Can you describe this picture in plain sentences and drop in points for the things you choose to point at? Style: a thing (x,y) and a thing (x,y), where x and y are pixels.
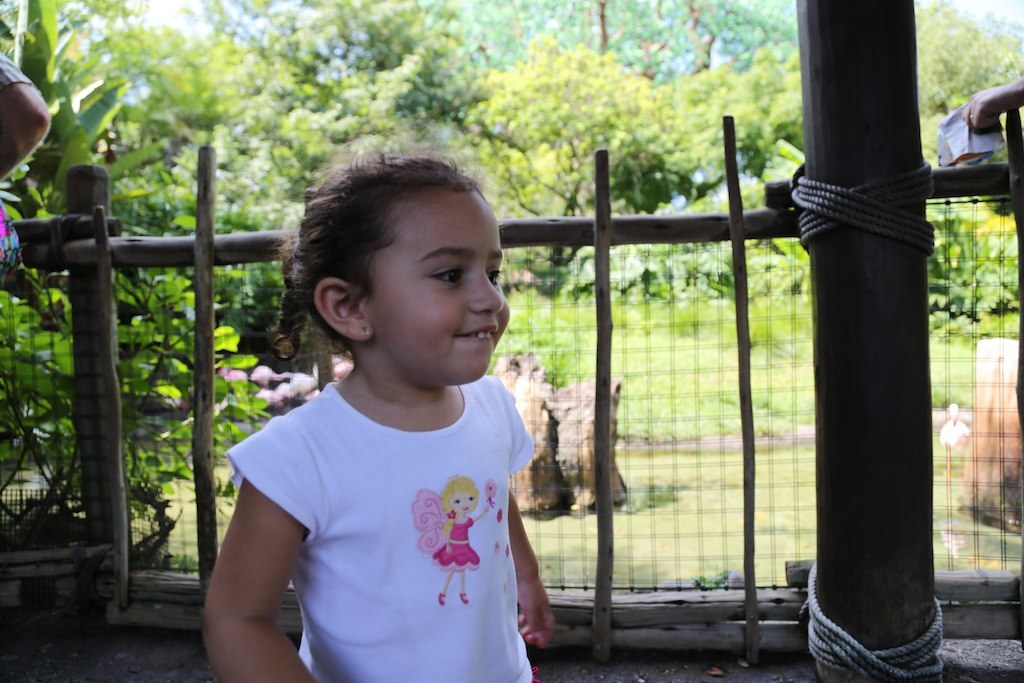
In the foreground (307,624) I can see a girl (238,624). In the background (610,318) I can see a fence (293,626), pillars (99,325), person (12,99), grass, trees (227,233) and the sky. This image is taken may be during a day.
